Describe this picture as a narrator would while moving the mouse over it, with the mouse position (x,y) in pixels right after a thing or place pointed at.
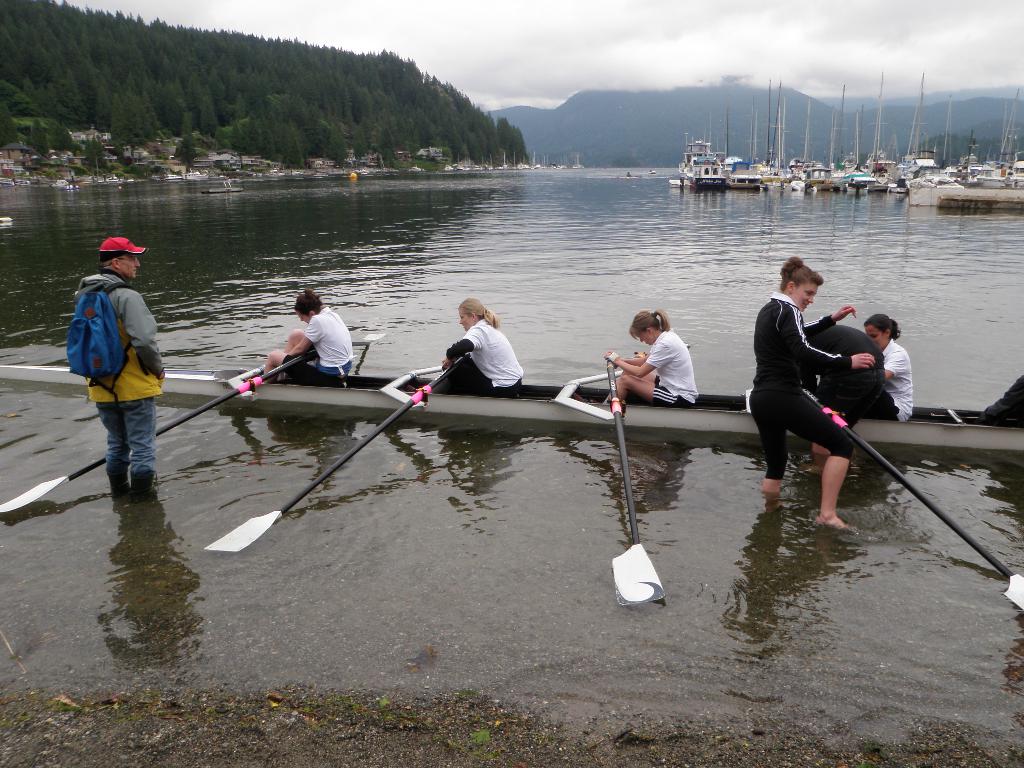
In this image I see a boat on which there are 4 women (636,378) who are wearing white top (328,352) and I see that these 3 women (655,320) are holding paddles (315,354) and I see a man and a woman (791,364) over here and I see the water (691,576). In the background (499,86) I see the trees (65,127), mountains (586,119), boats (720,173) over here and I see the sky (692,17).
